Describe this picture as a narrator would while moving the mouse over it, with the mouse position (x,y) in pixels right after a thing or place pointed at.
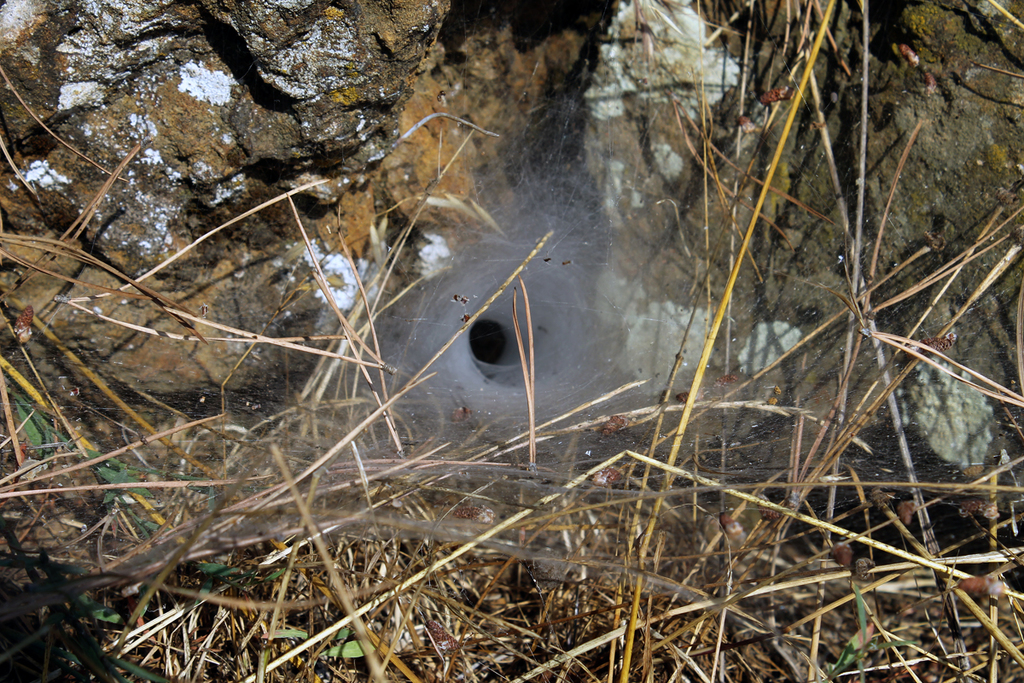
In this image I can see the grass (451,585). In the background (313,145), I can see it looks like a rock (167,212).
